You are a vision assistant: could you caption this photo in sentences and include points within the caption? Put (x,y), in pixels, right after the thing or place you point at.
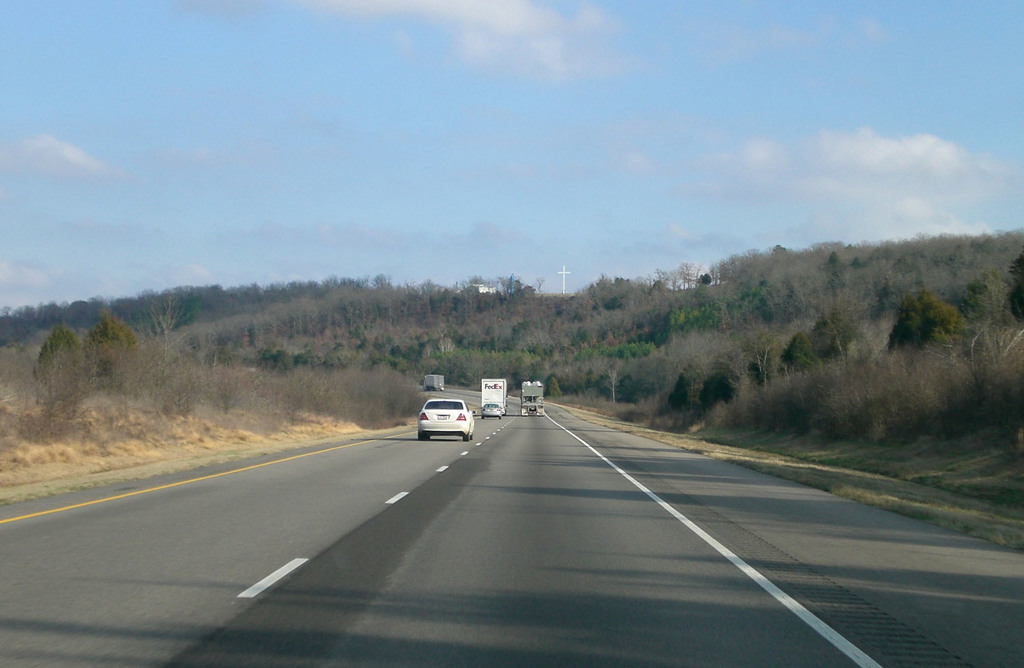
This picture is clicked outside. In the center (434,411) we can see the group of vehicles (447,406) running on the road (389,474). In the background (386,85) there is a sky (926,88) and we can see the trees (779,315), plants (33,397) and some other objects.
